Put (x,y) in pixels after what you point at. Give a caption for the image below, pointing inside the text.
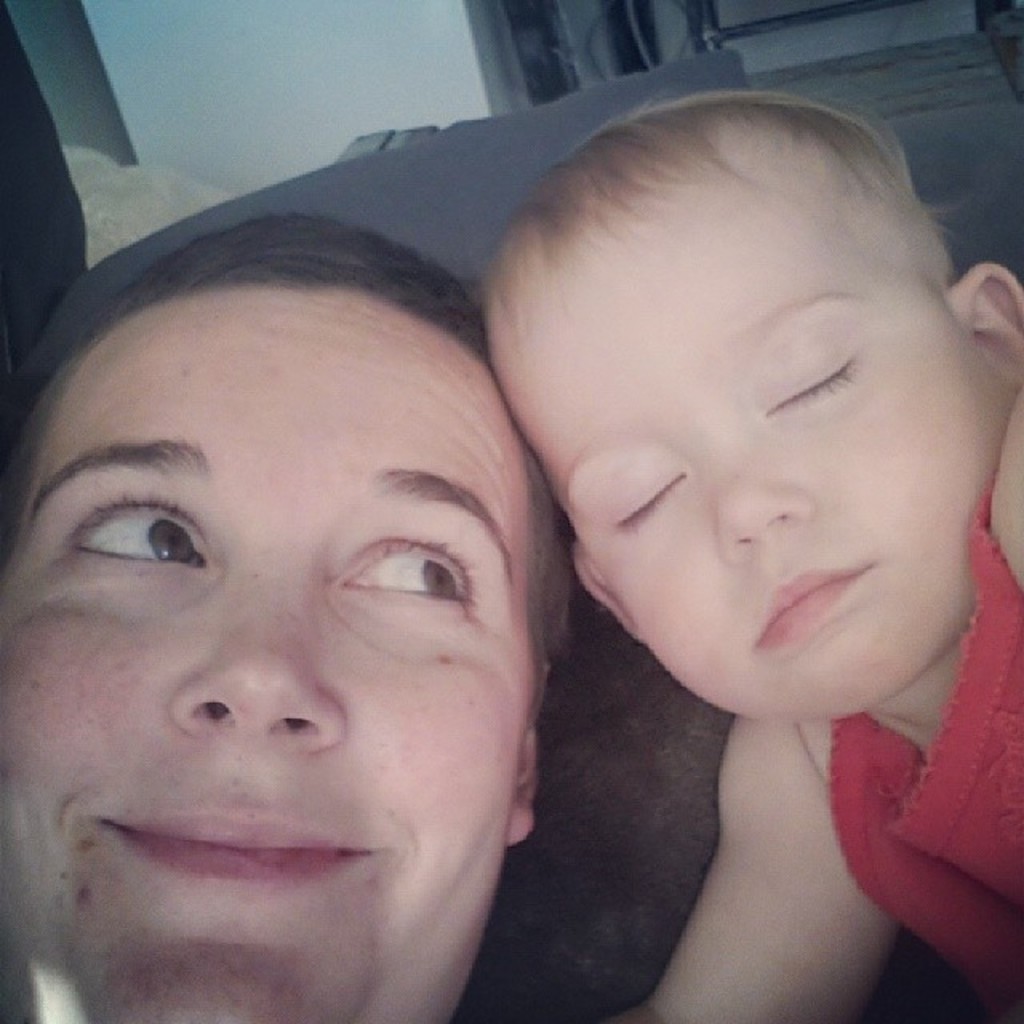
In the image there is a baby (880,545) and a woman (335,677), the woman (200,744) is looking at the baby (782,952) who is sleeping.
